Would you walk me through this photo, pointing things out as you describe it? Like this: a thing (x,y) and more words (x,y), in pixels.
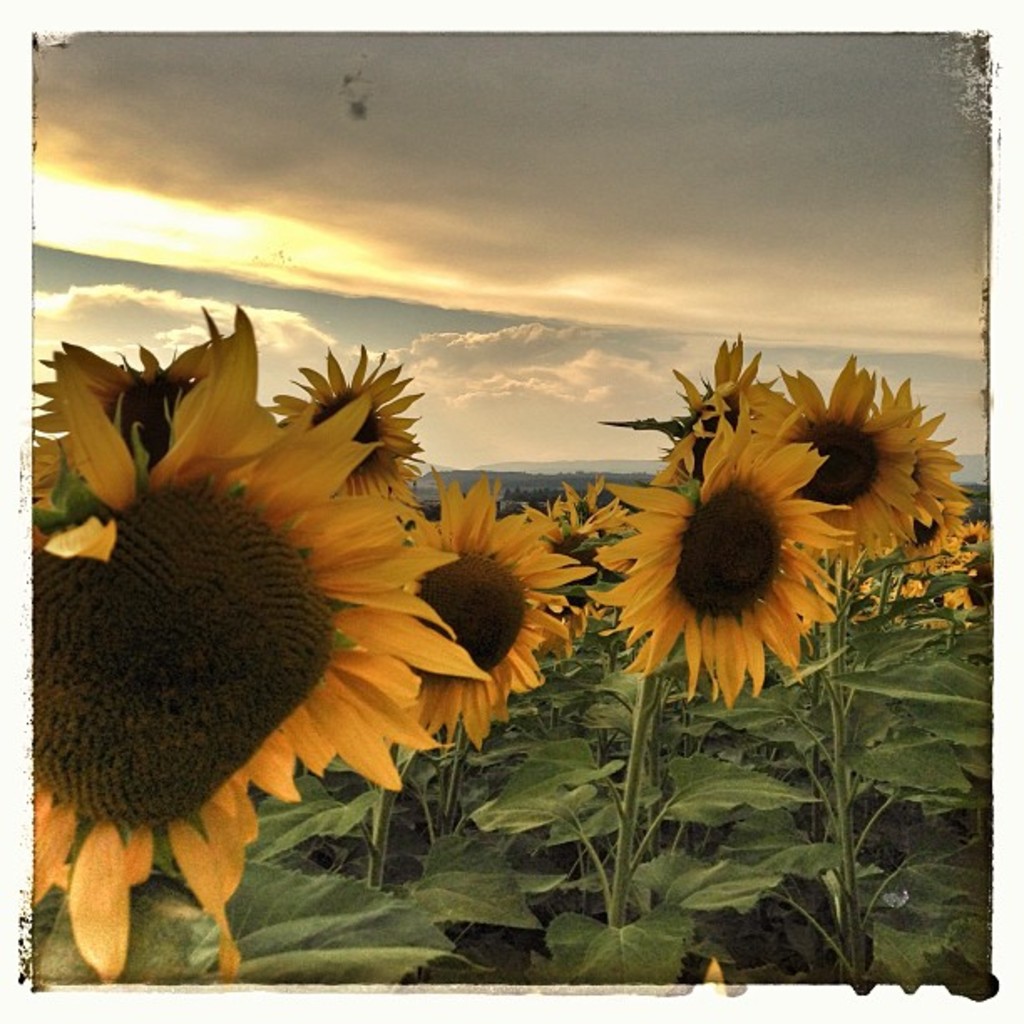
In this image we can see there are plants (466,752) with flowers (650,556), and the sky (466,461) in the background (505,289).
